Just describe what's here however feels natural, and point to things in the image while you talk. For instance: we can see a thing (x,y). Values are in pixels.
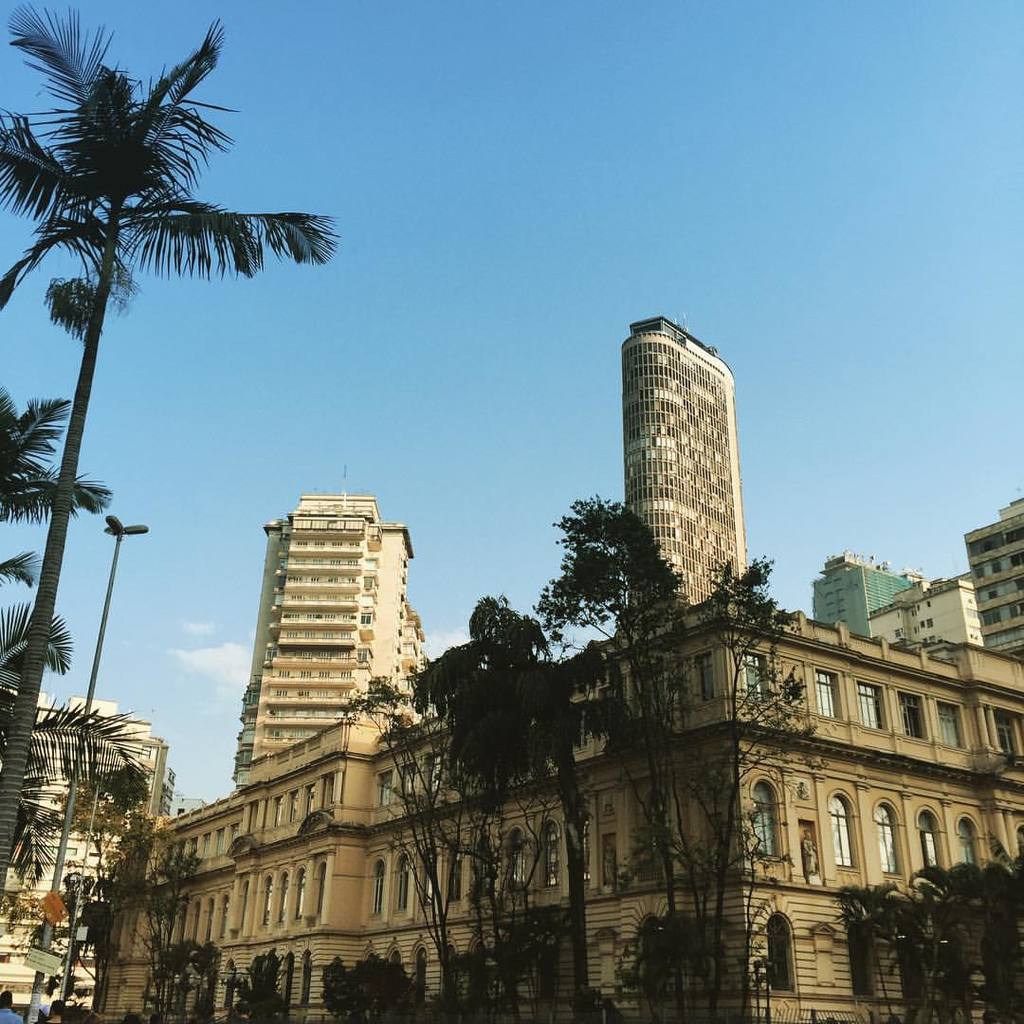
In this image, we can see buildings (323,791), trees (141,849), poles (77,896), boards (52,892), some people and there are lights (130,532). At the top (399,328), there is sky (312,286).
